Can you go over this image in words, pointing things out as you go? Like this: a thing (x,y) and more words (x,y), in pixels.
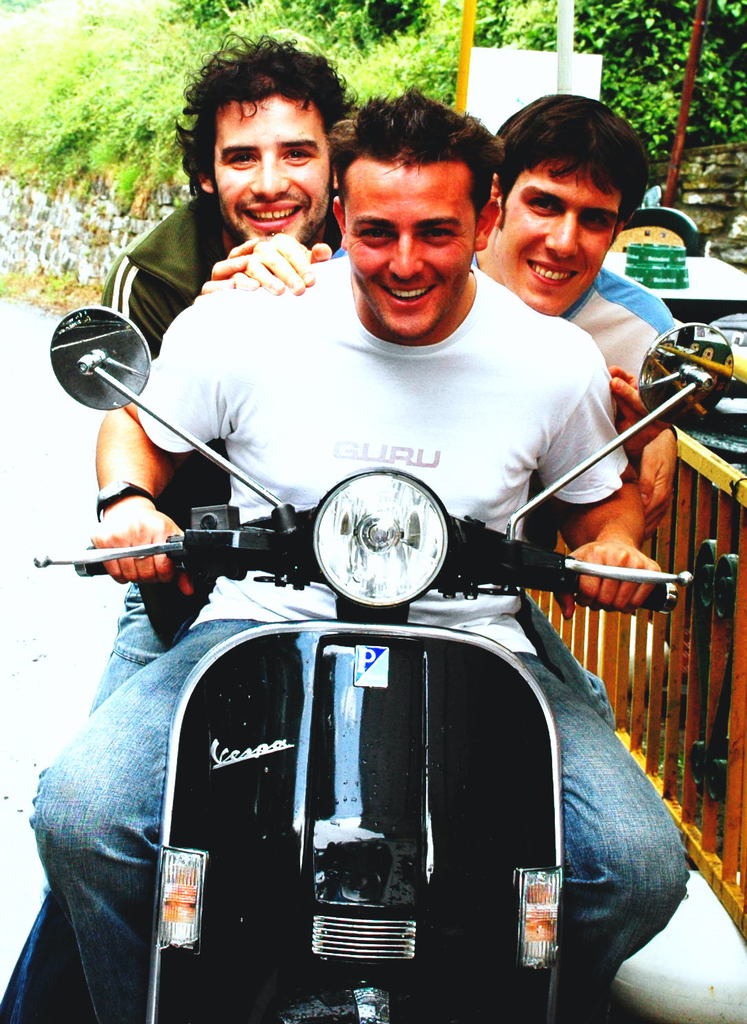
In the image we can see there are three men (491,407) who are sitting on a scooter (304,839) and at the back (25,69) there are lot of trees (429,56).
